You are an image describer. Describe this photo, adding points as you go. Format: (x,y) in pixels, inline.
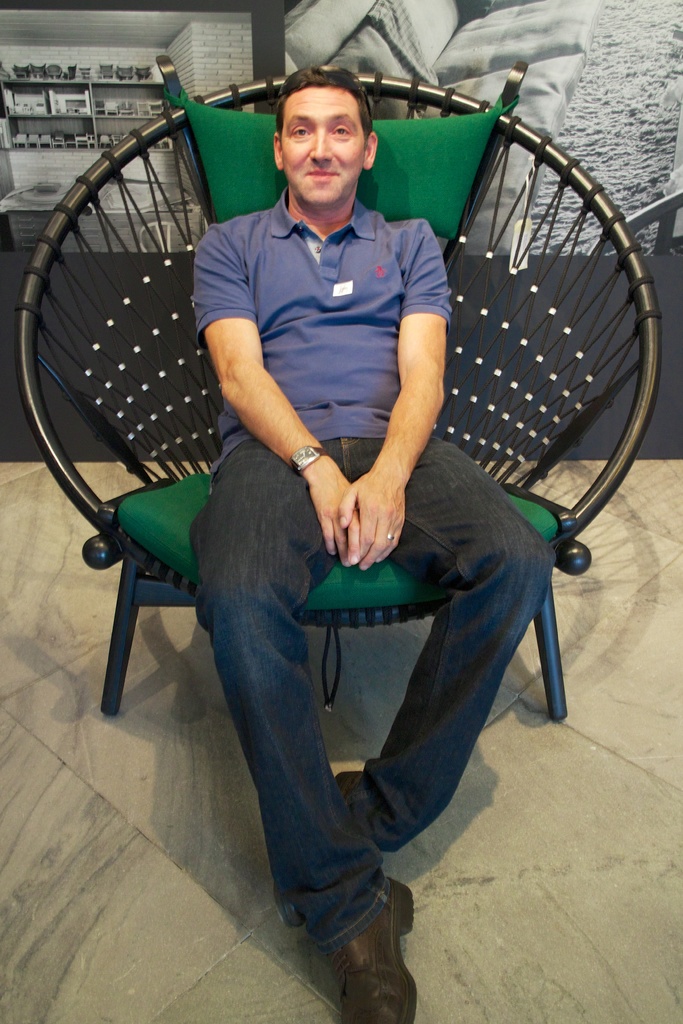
In this picture we can observe a person (256,407) sitting in the black color chair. The person (313,189) is smiling and he is wearing a T shirt (280,300). In the background (102,98) there is a wall (357,14).
